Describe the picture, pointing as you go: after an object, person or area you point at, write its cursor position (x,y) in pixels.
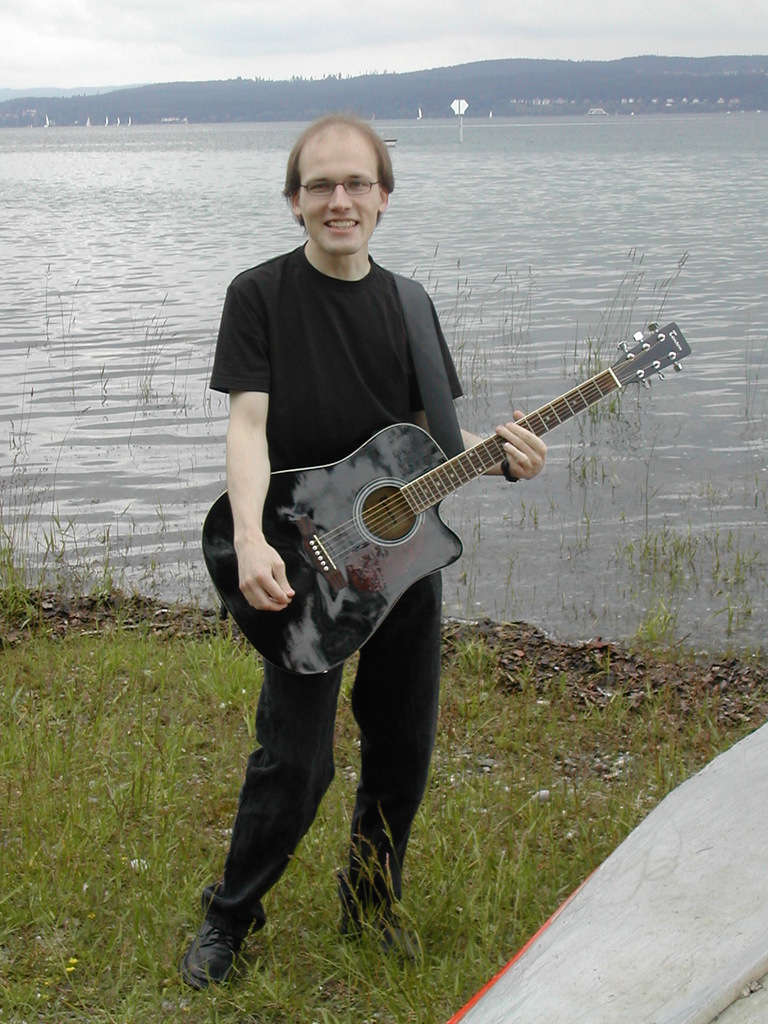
There is a man (268,815) standing on the ground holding a guitar (347,548) in his hand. He is wearing a spectacles (328,188). In the background (557,244) there is water (590,237) and hills (349,97) here.
